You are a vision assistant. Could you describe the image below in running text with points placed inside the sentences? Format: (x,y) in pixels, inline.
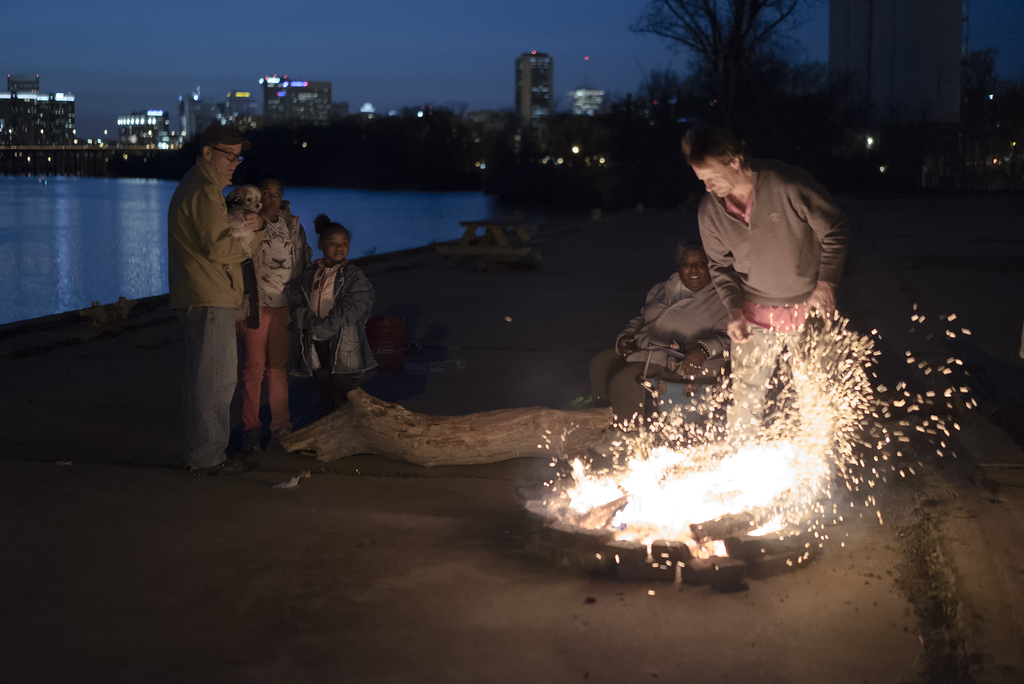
There are people (272,203) and we can see fire (657,508), wooden object (346,420) and water (391,212). In the background of the image (522,122) we can see trees (451,151), buildings (48,131), lights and sky (452,84).
